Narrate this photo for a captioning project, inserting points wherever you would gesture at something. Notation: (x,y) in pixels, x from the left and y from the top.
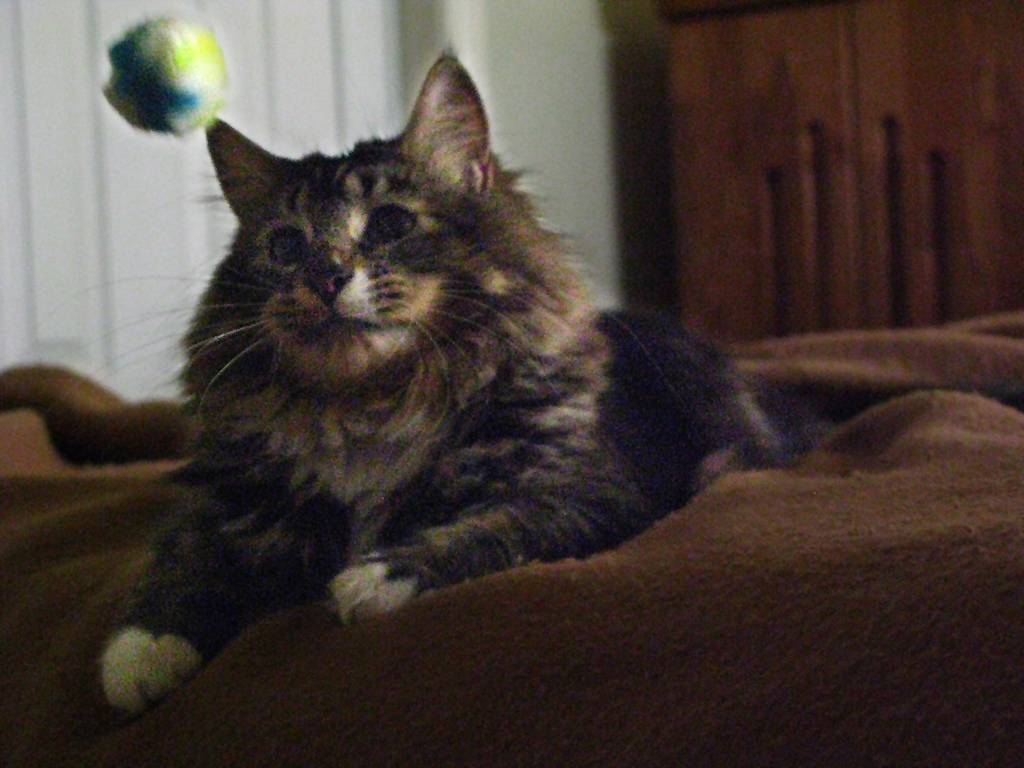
In this picture there is a brown and black color cat (515,385) sitting on the brown bed sheet (655,559). Behind there is a wooden wardrobe (836,250) and white color wall (149,156).
